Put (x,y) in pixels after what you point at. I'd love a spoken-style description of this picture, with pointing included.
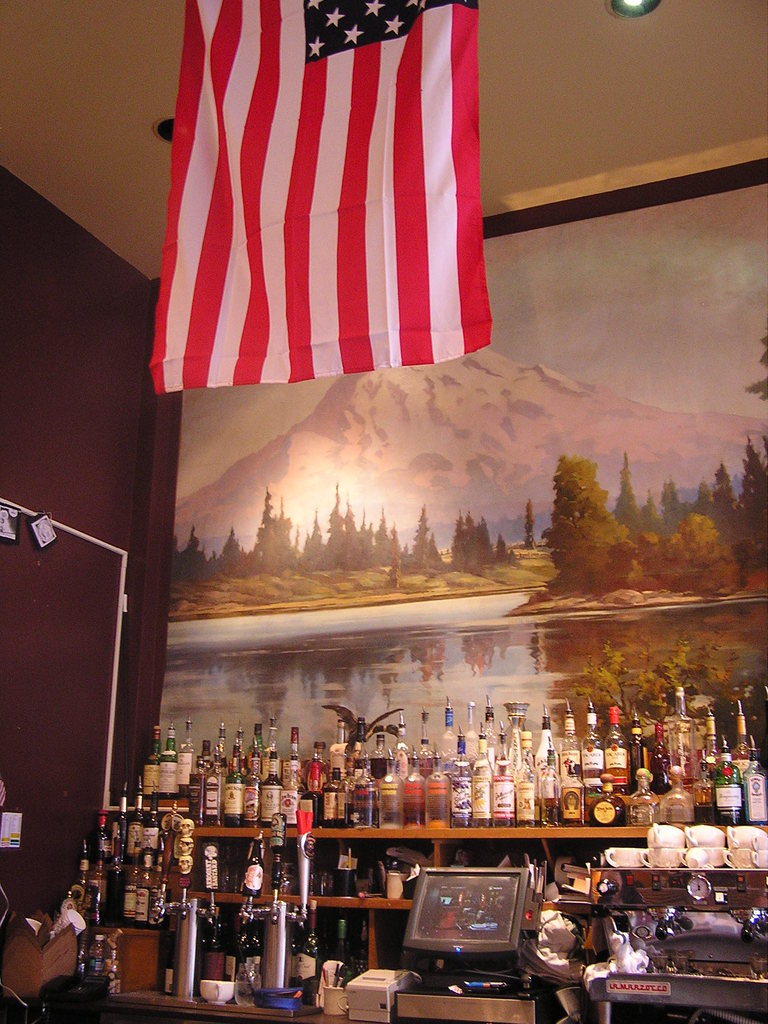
There are some bottle (221,954) kept in a shelf (385,906) at the bottom of this image (399,900), and there is a painting wall (426,707) in the background (409,570). There is a flag (339,184) at the top of this image (352,214).
